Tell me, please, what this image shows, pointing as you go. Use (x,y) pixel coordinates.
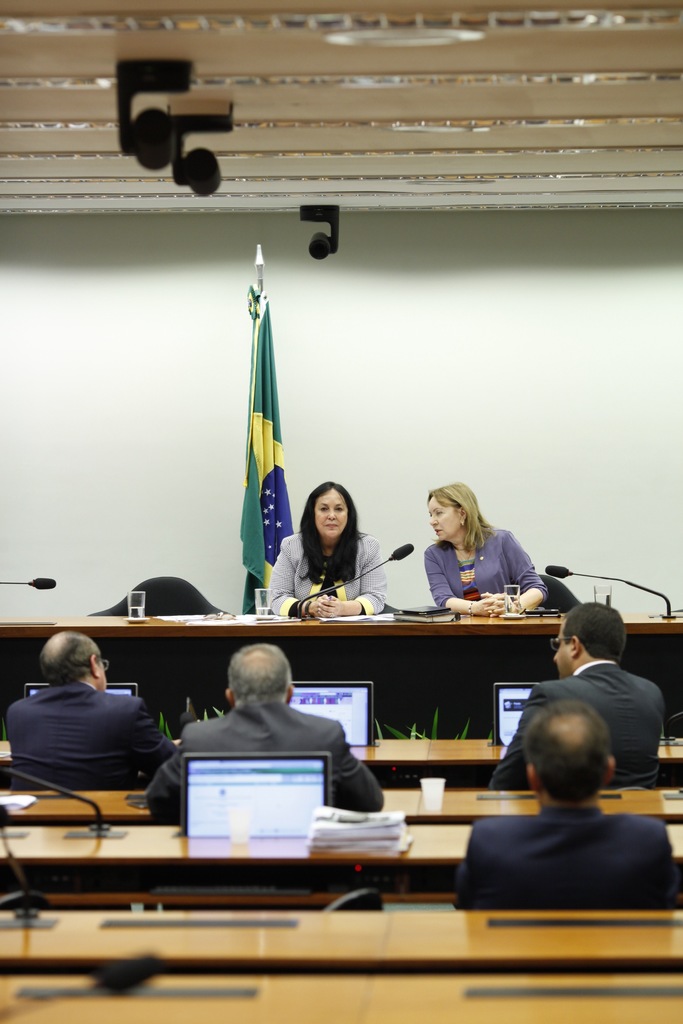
This picture is clicked in a conference hall (334,867). Here, we see four men (249,680) and two women (281,559) sitting on chair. The man (65,723) in front (55,718) are watching something in laptop (351,722). Women (325,584) sitting on chair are talking on microphone (330,593) and in front of them, we see a table (146,634) on which water glass (142,603), paper (242,622) are placed. Behind them, we see a flag (264,431) and behind that, the wall (140,471) which is white in color and on top of the picture (354,50), we see the roof (374,122) of that room (454,115).
